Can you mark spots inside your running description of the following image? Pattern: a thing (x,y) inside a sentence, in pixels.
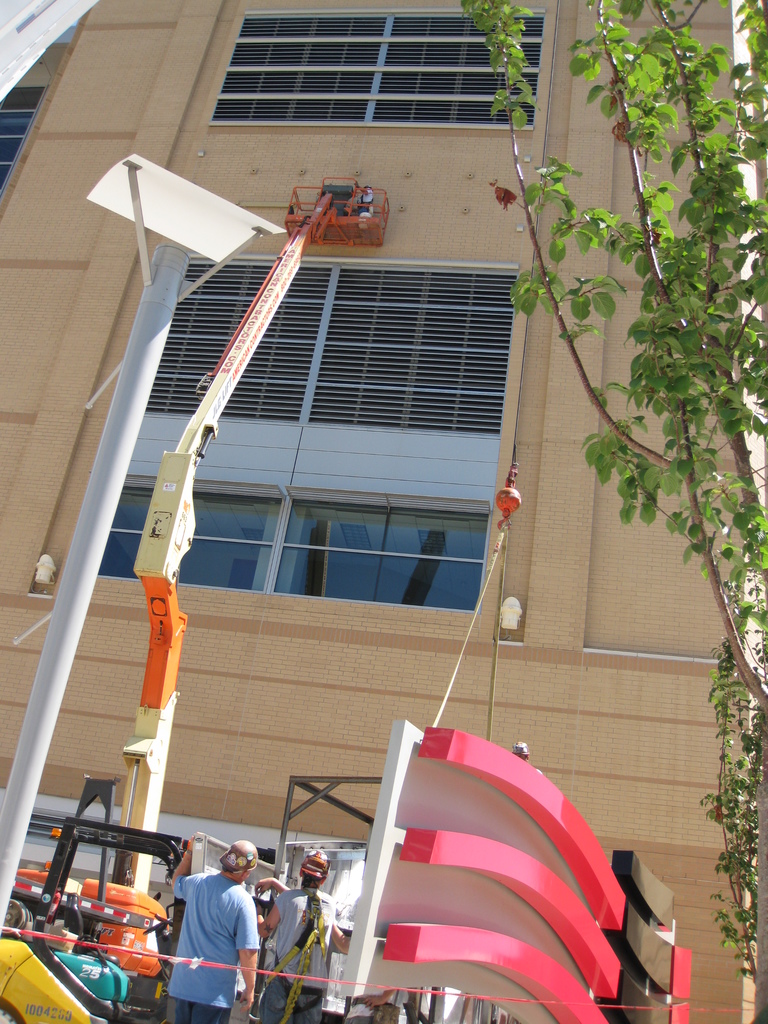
In this picture we can see there are two people (244,896) standing on the path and on the right side of the people (256,917) there is an object (551,858) and a tree (703,341). On the left side of the people (211,906) there is a pole (92,566) and a person (357,185) is sitting on a boom lift (338,244). In front of the people (236,854) there is a building (467,513) with windows (333,556).
